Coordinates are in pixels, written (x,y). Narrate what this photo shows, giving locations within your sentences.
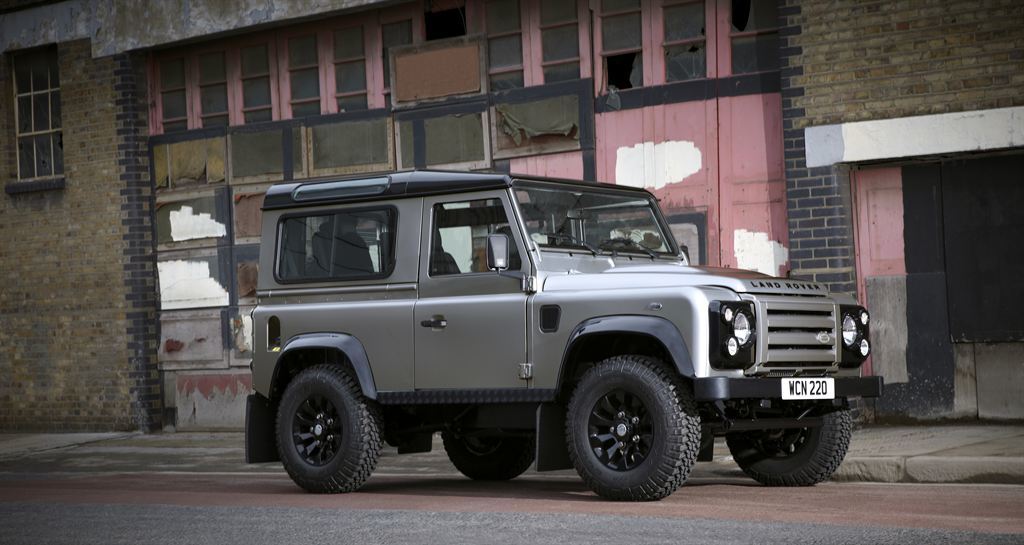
This image is clicked outside. There is a jeep (294,267) in the middle (480,311). There is a building (409,140) in the middle (677,198). Jeep (450,401) has number plate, lights (715,342), wheels (656,420).
